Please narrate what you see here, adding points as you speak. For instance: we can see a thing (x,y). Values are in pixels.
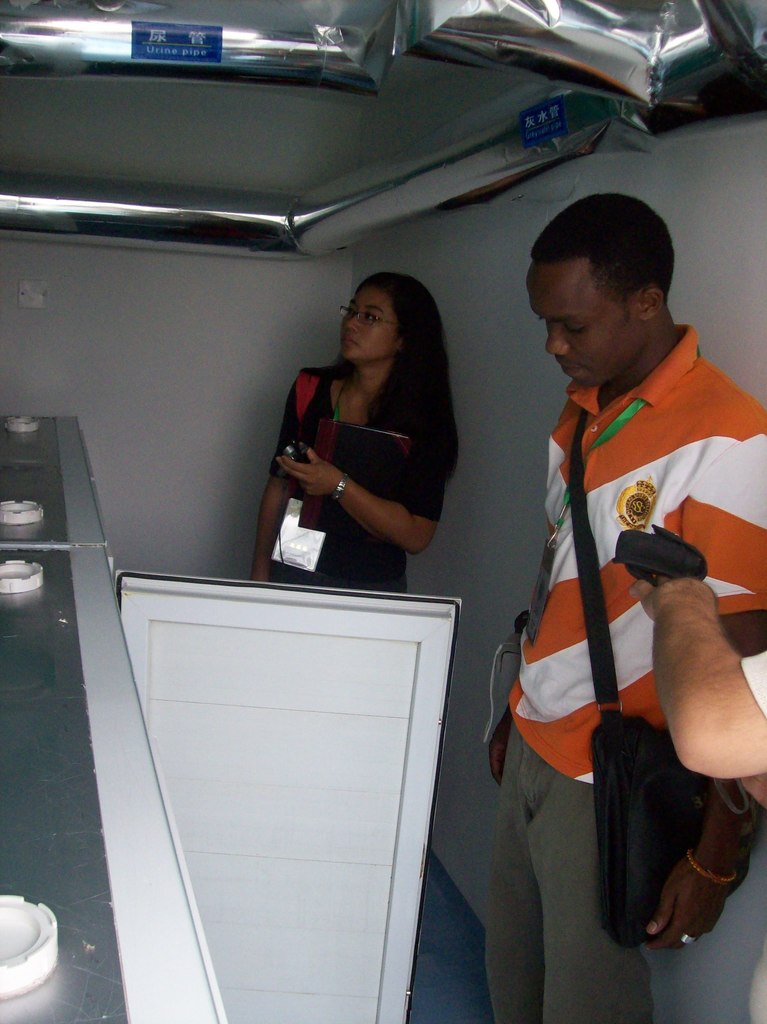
There are two persons (437,481) standing and this woman (384,506) holding book (377,483) and this man (717,852) wore bag (688,818). Here we can see door (163,729).
